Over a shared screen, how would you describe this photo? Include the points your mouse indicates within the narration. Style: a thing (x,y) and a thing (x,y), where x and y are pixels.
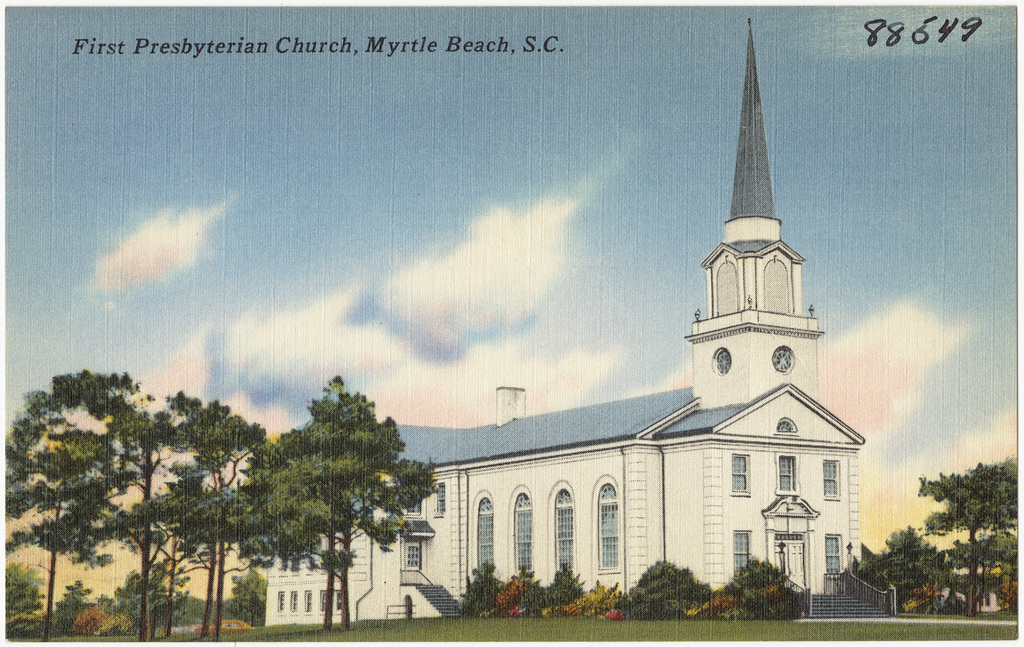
In this image I can see trees (231,539), grass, plants (573,609), building (726,493), windows (829,483), staircase (431,588), text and the sky (523,263). This image looks like an edited photo.
